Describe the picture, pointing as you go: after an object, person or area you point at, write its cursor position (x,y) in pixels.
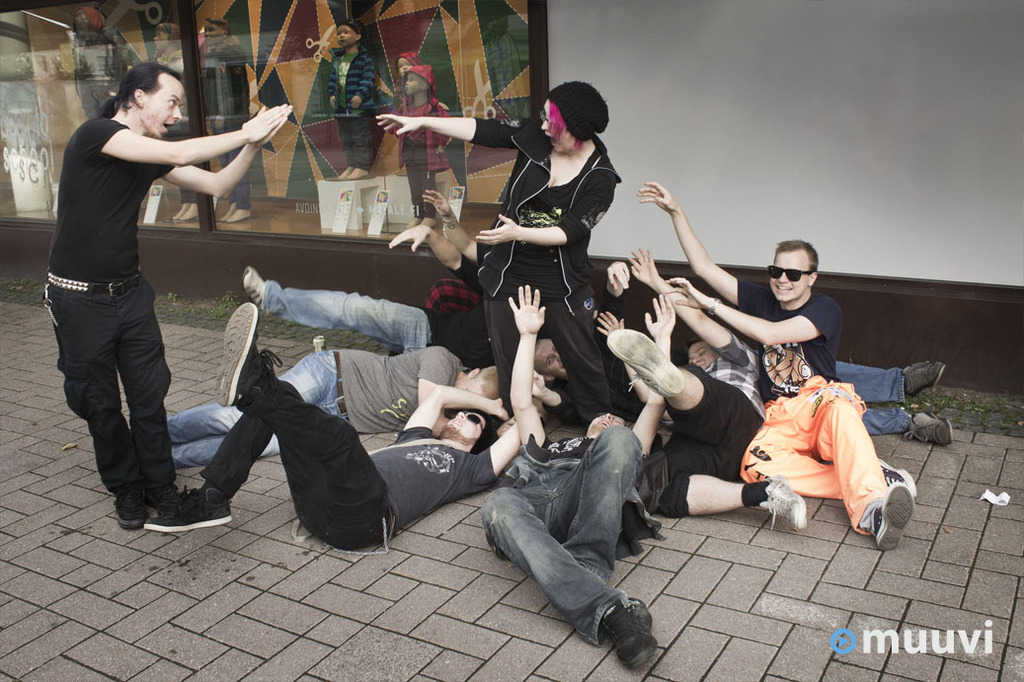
There is a group of persons (545,390) are lying on the ground (368,434) at the bottom of this image, There are two persons (62,255) standing in the middle of this image (561,253). There is a wall (756,159) in the background (758,137). There is a glass wall (301,110) at the top left side of this image (334,152).
